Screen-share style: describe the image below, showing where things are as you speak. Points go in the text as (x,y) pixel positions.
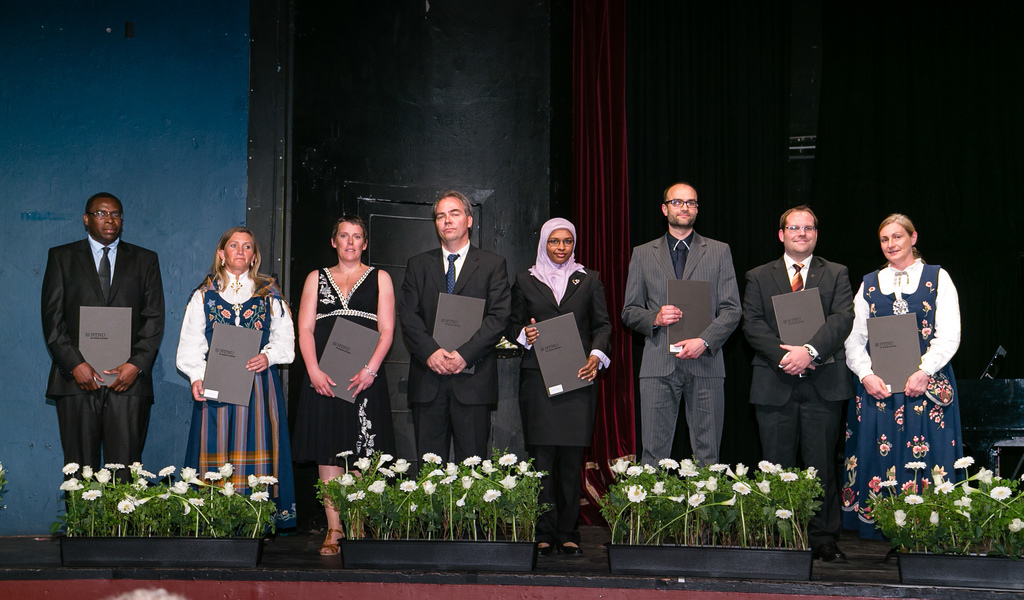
In this picture there are group of people (528,333) standing on the stage (398,577) and holding the books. At the back (0,312) there is a curtain (605,90) and wall (547,79). On the right side of the image (974,380) there is a table (992,435). In the foreground (1012,499) there are white color flowers (960,508) on the plants (394,527) and there are plants (533,523) in the pots (392,539).
